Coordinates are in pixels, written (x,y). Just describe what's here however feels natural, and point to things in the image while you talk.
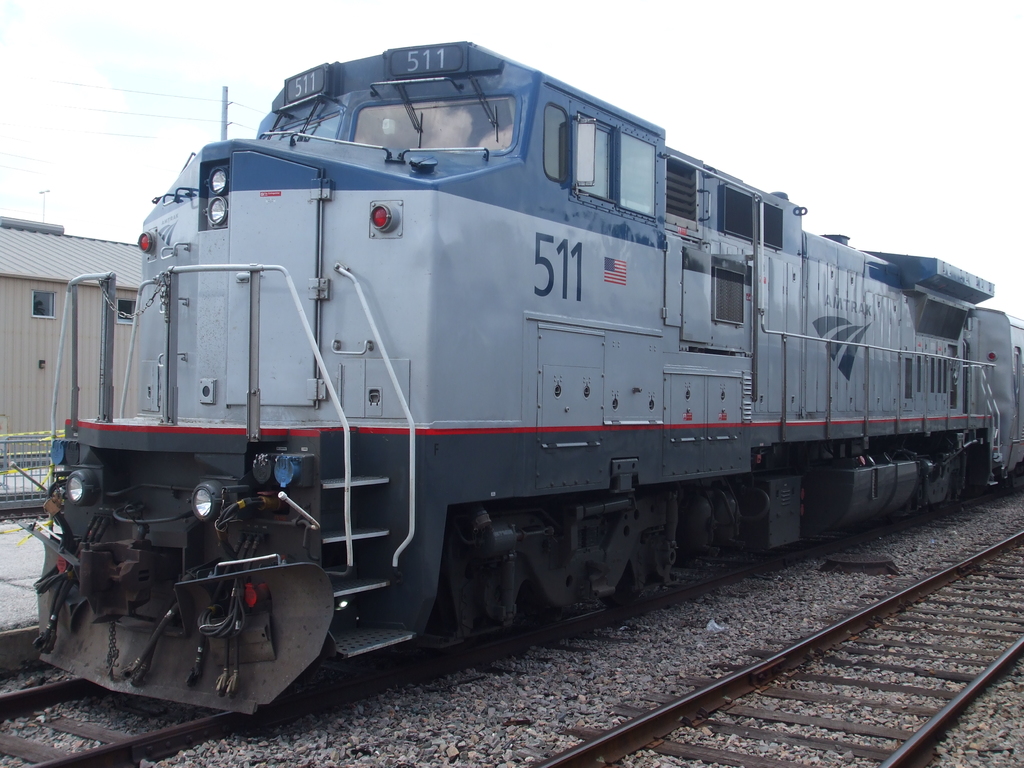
In this picture I can observe rail engine (330,487) on the railway track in the middle of the picture (437,298). On the right side (858,616) I can observe railway track (928,676). In the background (120,77) there is sky (754,114).
